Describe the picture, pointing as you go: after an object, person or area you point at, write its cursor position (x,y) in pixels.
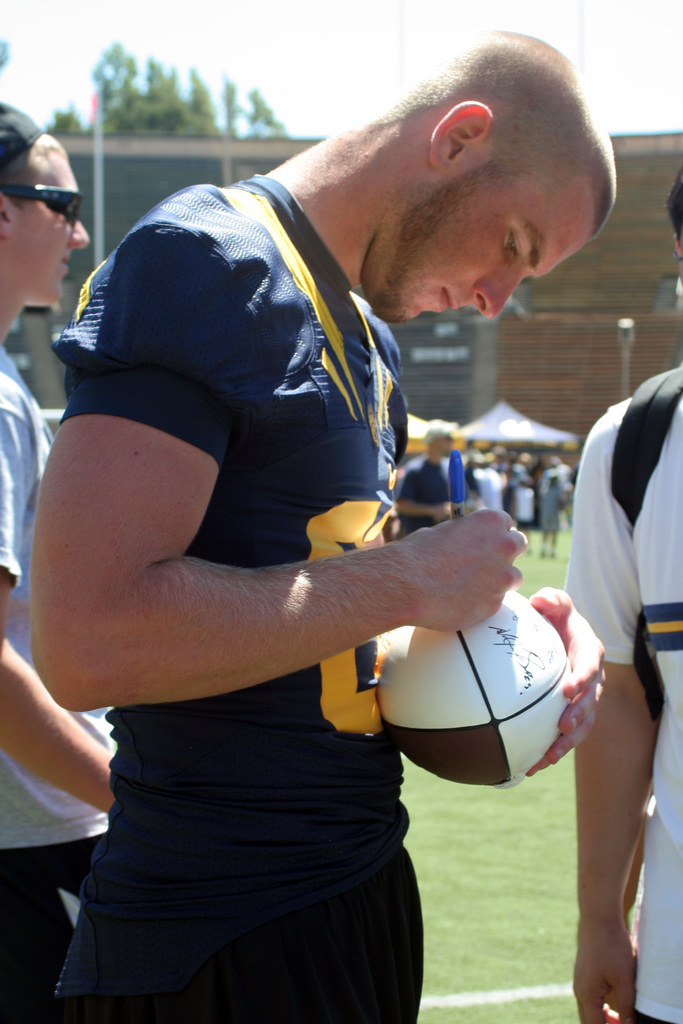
In the middle (332,354) there is a man (301,542) he wear black t shirt (236,345) and trouser (291,917), he is holding a ball (469,693) he is writing some thing on that ball (462,638). On the left (24,244) there is a person (38,781). On the right (614,619) there is a man (630,586) he wear white t shirt (646,590) and bag (646,433). In the back ground (464,413) there are some tents (493,431), people (489,483), pole (98,171), wall (565,339), tree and sky (337,81).
